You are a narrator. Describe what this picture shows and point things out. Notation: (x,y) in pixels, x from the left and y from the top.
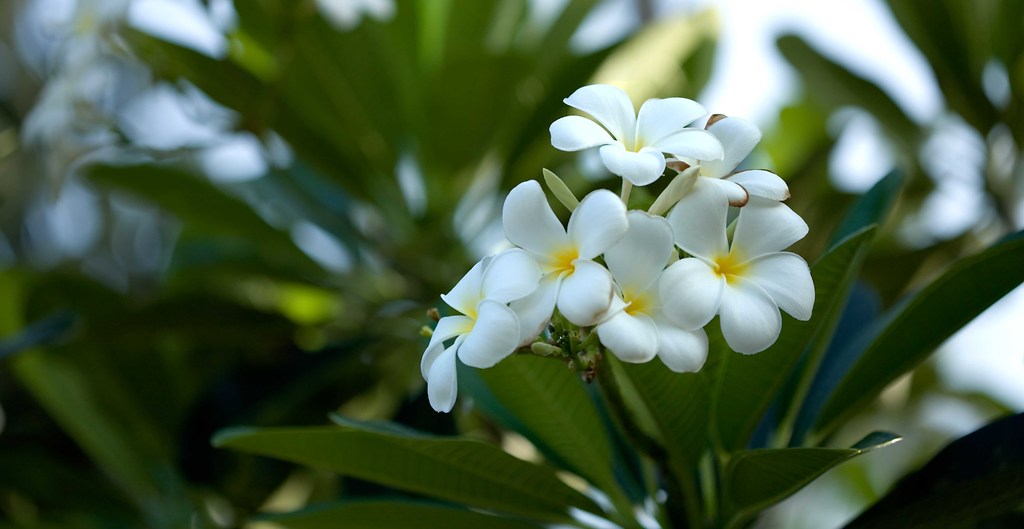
In this picture there are white color flowers (514,282) and buds (693,167) on the plant (782,438). At the back (531,113) the image is blurry. At the top (747,19) it looks like a sky (741,30).
